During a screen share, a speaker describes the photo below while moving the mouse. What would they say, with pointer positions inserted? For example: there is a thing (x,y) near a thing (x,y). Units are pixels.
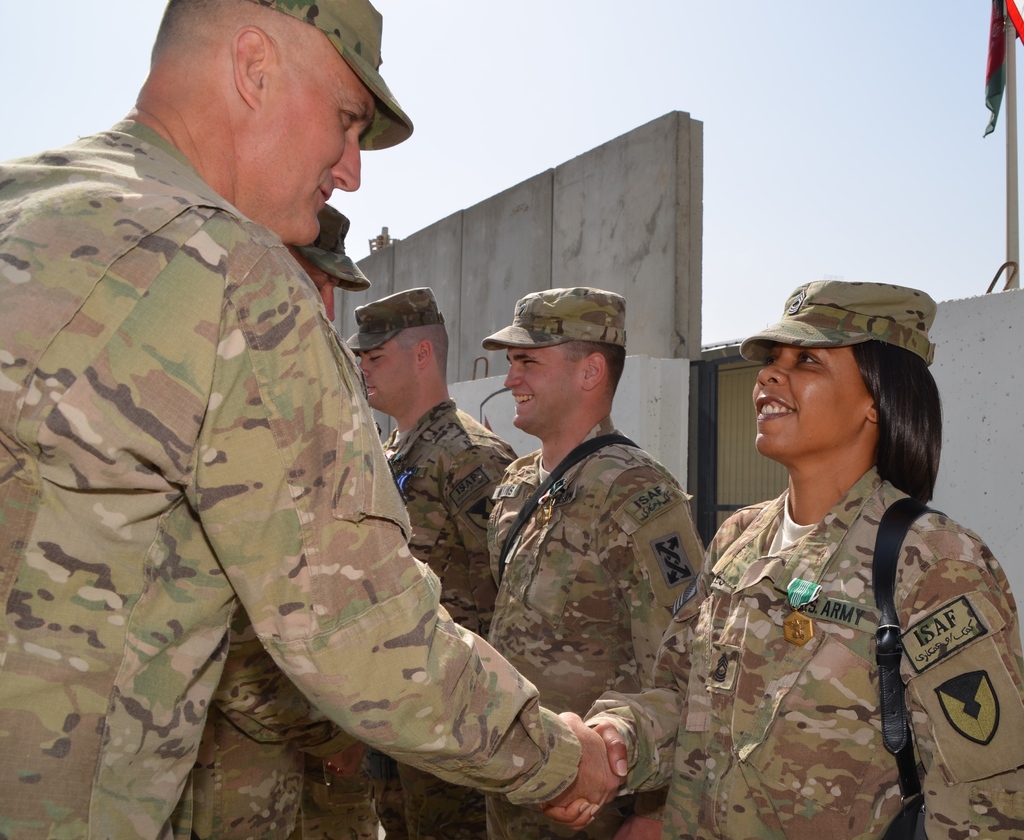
In this image I can see people (552,655) where all of them are wearing uniforms (386,624) and caps (296,6). I can also see smile on few faces (810,389) and in the background (1001,87) I can see a pole (1014,231), a flag (1001,83) and the sky (748,101).
